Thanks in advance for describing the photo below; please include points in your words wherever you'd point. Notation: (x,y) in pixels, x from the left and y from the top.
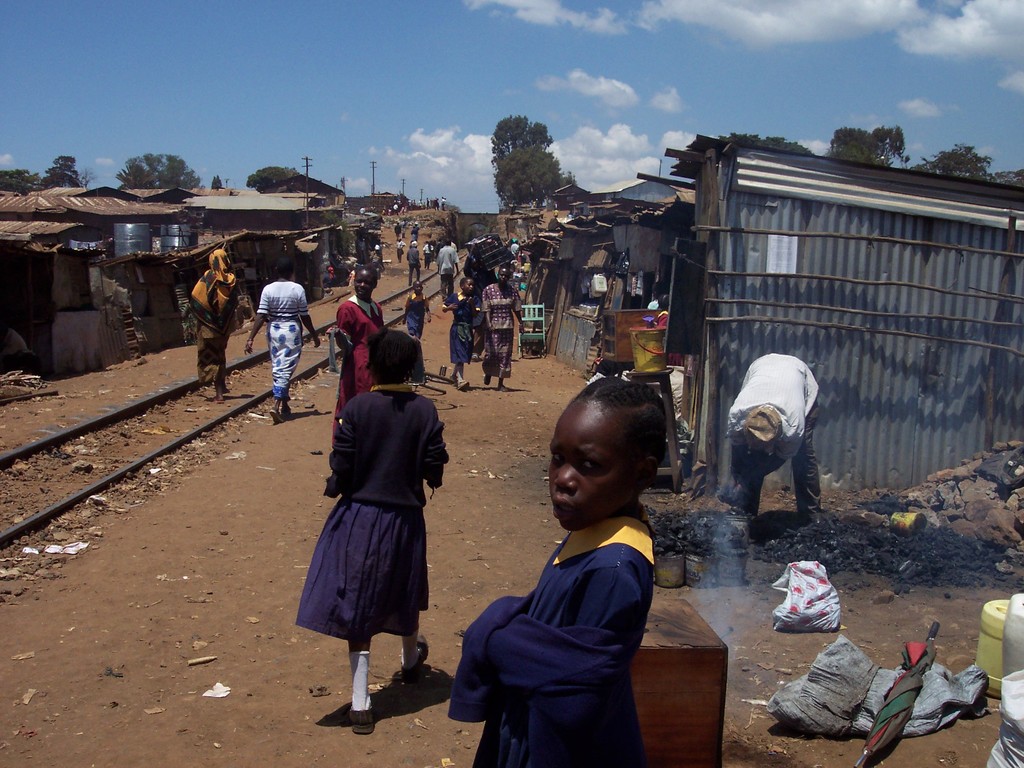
In this image, we can see persons (456,264) wearing clothes (500,342). There are sheds (719,322) on the left (176,273) and on the right side of the image (847,348). There is a track (319,334) in between sheds (582,246). There are clouds (445,165) in the sky (640,23).
